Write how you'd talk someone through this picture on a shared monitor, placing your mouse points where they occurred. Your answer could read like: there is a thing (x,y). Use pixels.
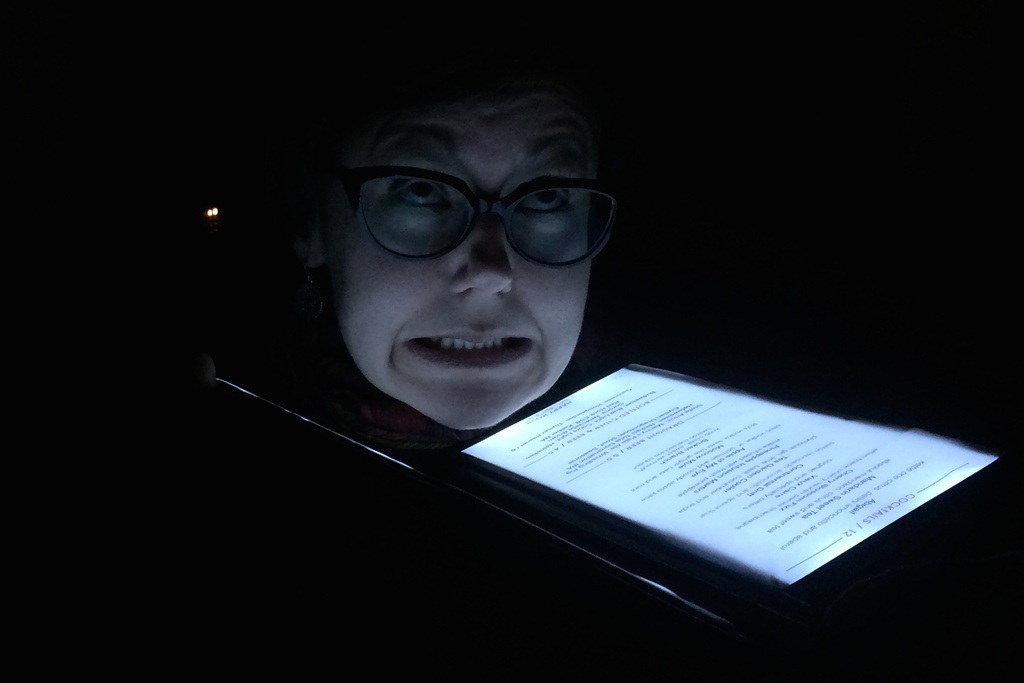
In this picture there is a woman (503,383). In the foreground (850,468) there is a paper (812,412) and there is a text (756,459) on the paper (751,490). At the back (192,187) there's a light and there is a black background (803,134).
